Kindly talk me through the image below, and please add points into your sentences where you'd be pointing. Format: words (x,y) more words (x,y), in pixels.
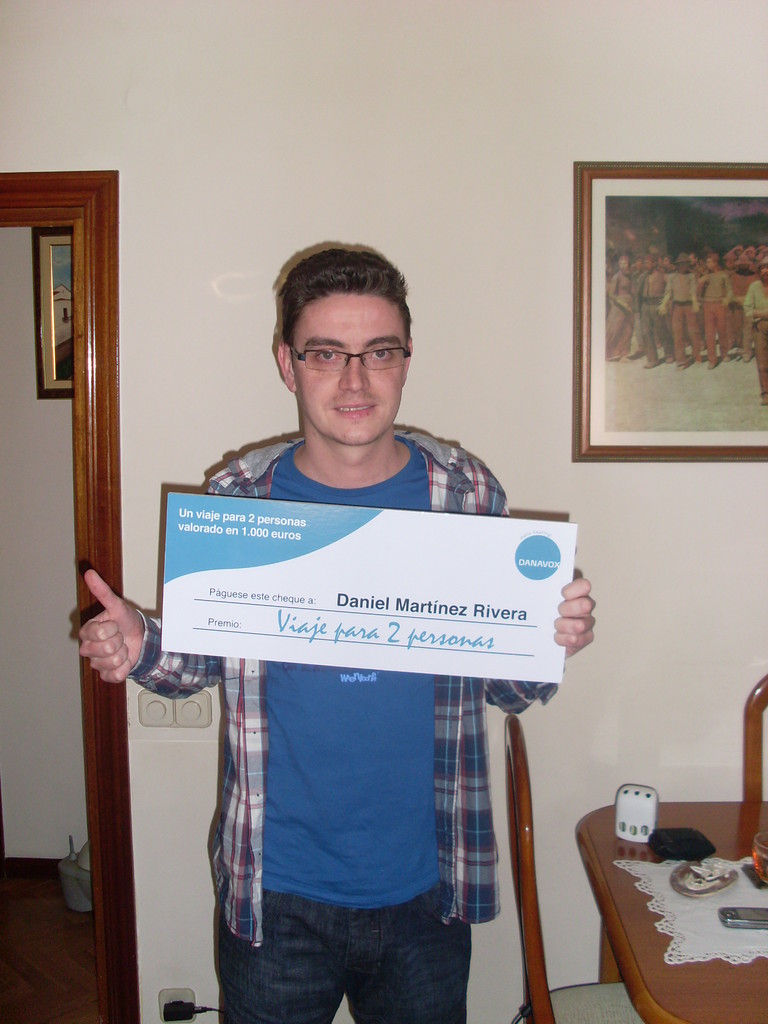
Here a man (300,699) is standing and holding a small board (225,553) in his hand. In the background (605,832) there are chairs (583,1023), table (723,971) and frames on the wall (602,697) and some other items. On the table (683,972) we can see a mobile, cloth (655,888), glass (756,854) and some other items (635,832).
